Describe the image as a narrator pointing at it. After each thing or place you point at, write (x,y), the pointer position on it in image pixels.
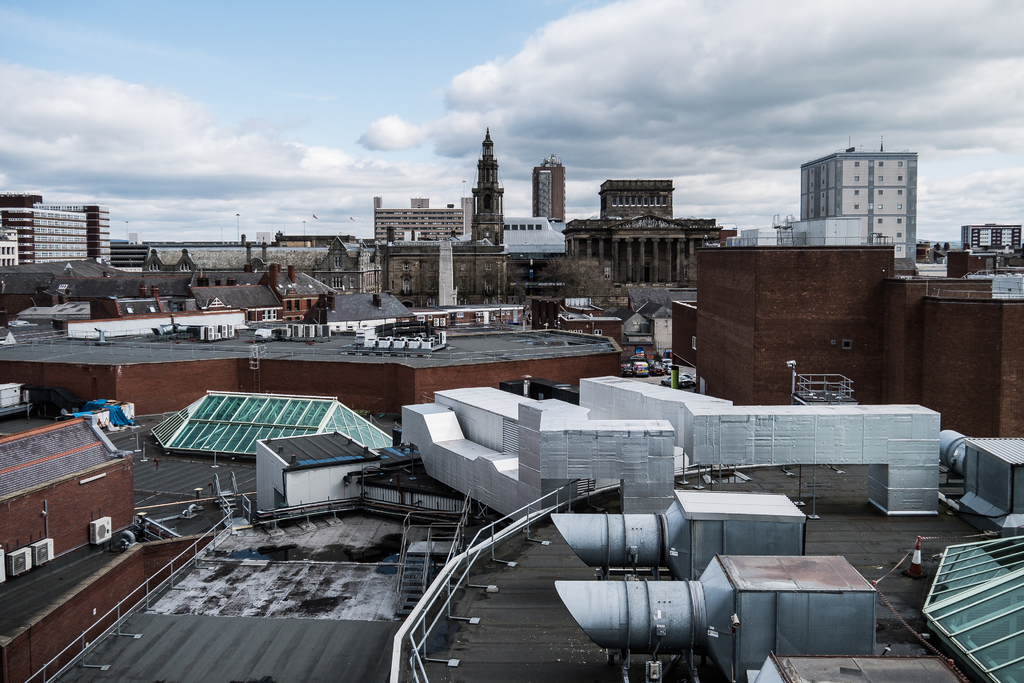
In this image, I can see the buildings (617,214). I think these are the iron objects (809,559). On the left side of the image (36,555), I can see the outdoor unit of air conditioners (52,541), which are attached to a building wall (74,528). At the top of the image (646,67), I can see the clouds (591,130) in the sky (391,143).
